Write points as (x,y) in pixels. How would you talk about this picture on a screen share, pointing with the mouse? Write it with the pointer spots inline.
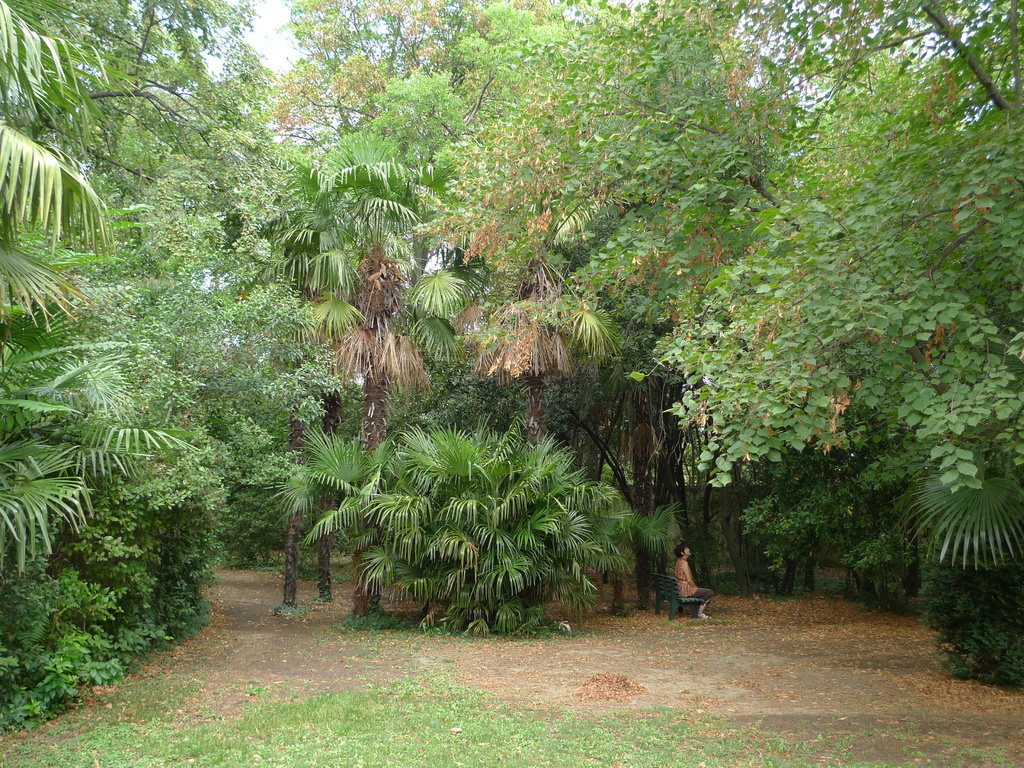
In this image there is a person (683,596) sitting on the bench (671,614). Bottom of the image (460,694) there is some grass (453,705) on the land (696,693). Background (197,481) there are plants (449,463) and trees (487,162).
